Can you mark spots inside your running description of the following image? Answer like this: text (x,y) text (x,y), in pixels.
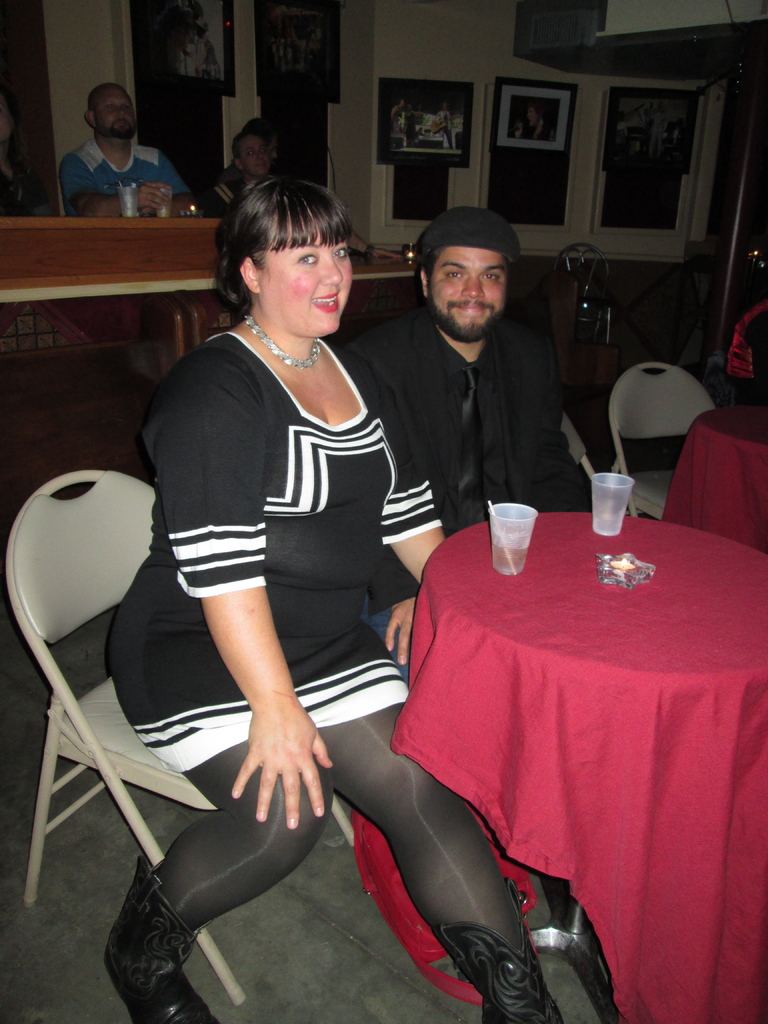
This man (430,373) and this women (272,479) are sitting on a chair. In-front of this person (384,421) there is a table (577,520), on a table (674,547) there are cups (612,497). This woman (272,547) wore black dress (285,456). This man (508,380) wore black suit (504,398). Far this persons (111,148) are standing. On wall (251,31) there are different type of pictures (411,104).
